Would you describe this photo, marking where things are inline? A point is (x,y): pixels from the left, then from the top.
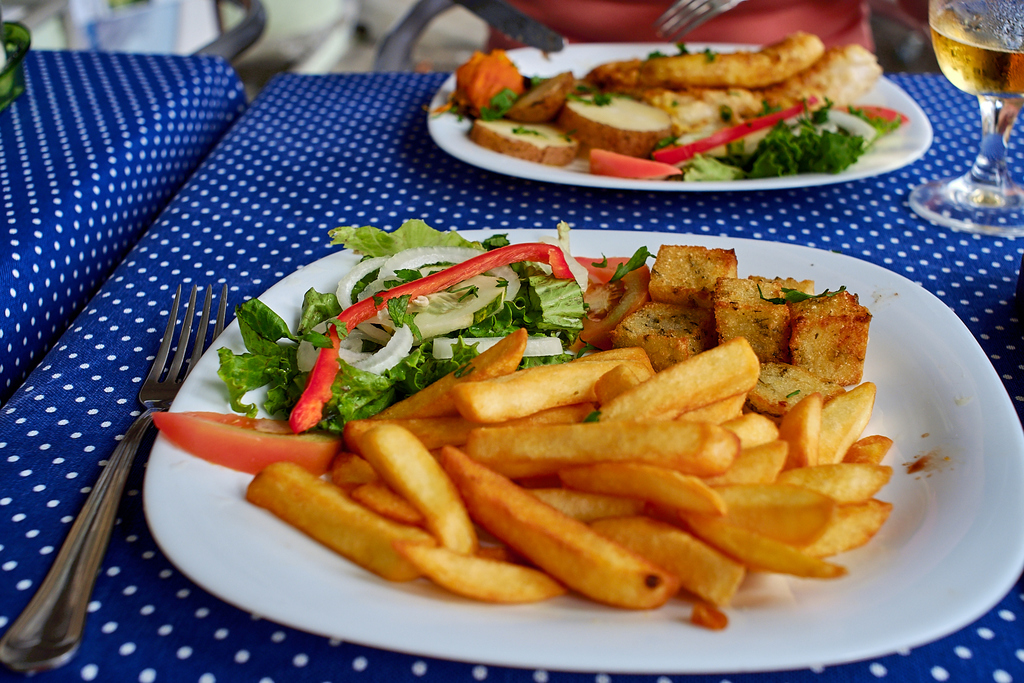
In the picture I can see the tables (274,109) which are covered with blue color cloth (278,155). I can see the plates (880,274) and a glass (973,183) on the table (931,176). I can see the french fries (608,358) on the plate (159,446). There is a fork (141,403) on the table (115,377).
